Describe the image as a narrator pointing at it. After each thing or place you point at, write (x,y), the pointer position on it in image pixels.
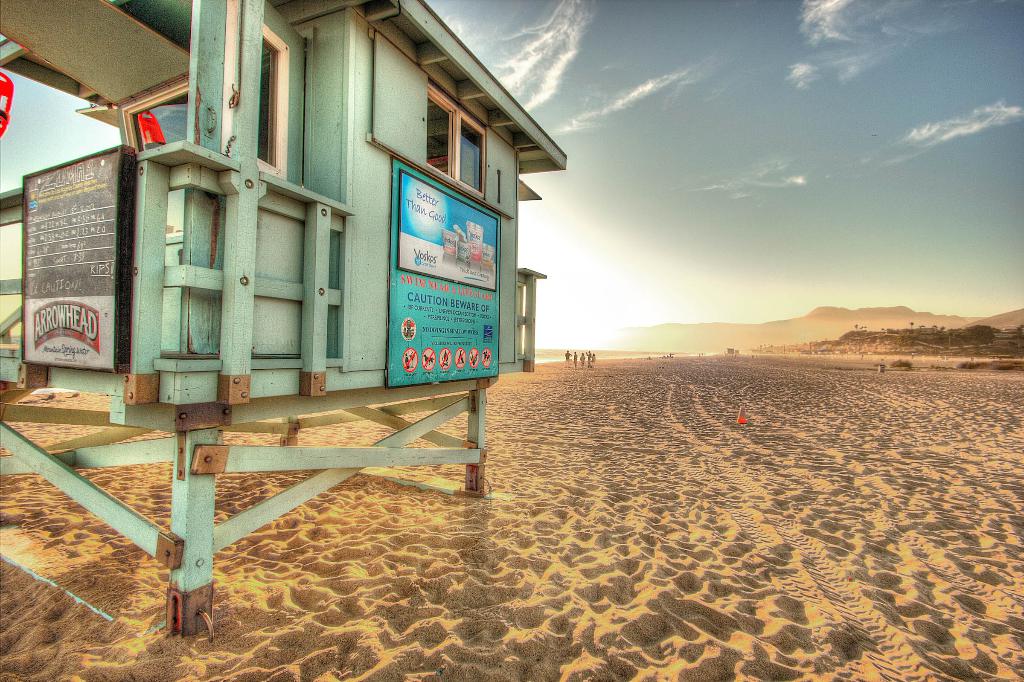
In this picture there is a signage (31,269) on the left side of the image (112,350) and there are people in the background area of the image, it seems to be the place of beach (623,431).
